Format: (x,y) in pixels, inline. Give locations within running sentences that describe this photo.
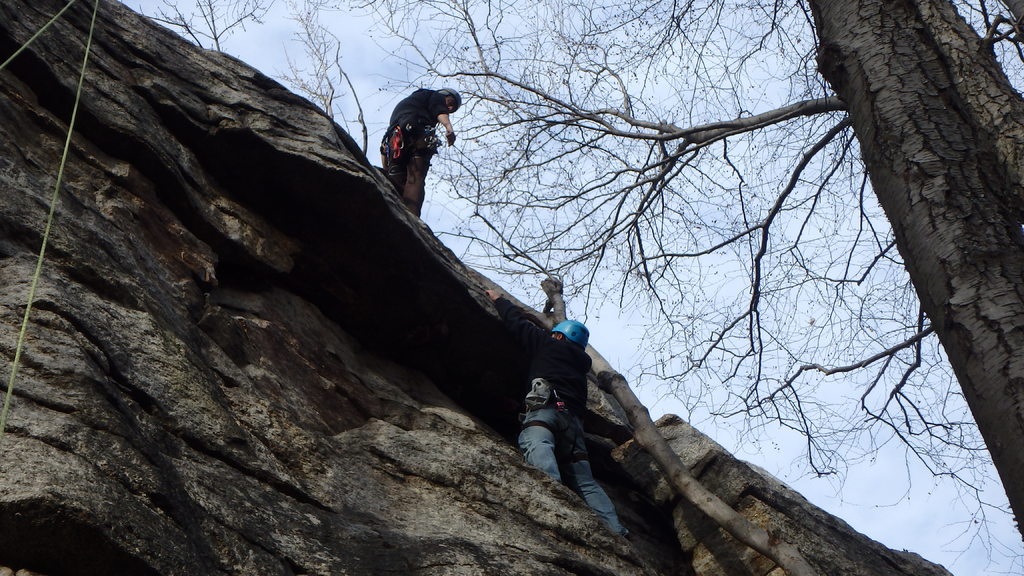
In this picture I can see there are two people (387,162) climbing a mountain (301,356). This person (432,128) is standing on the mountain (489,407) and this person (570,320) is climbing the mountain (471,406) and in the backdrop (906,167) I can see there is a tree (873,449) and the sky (873,449) is clear.
